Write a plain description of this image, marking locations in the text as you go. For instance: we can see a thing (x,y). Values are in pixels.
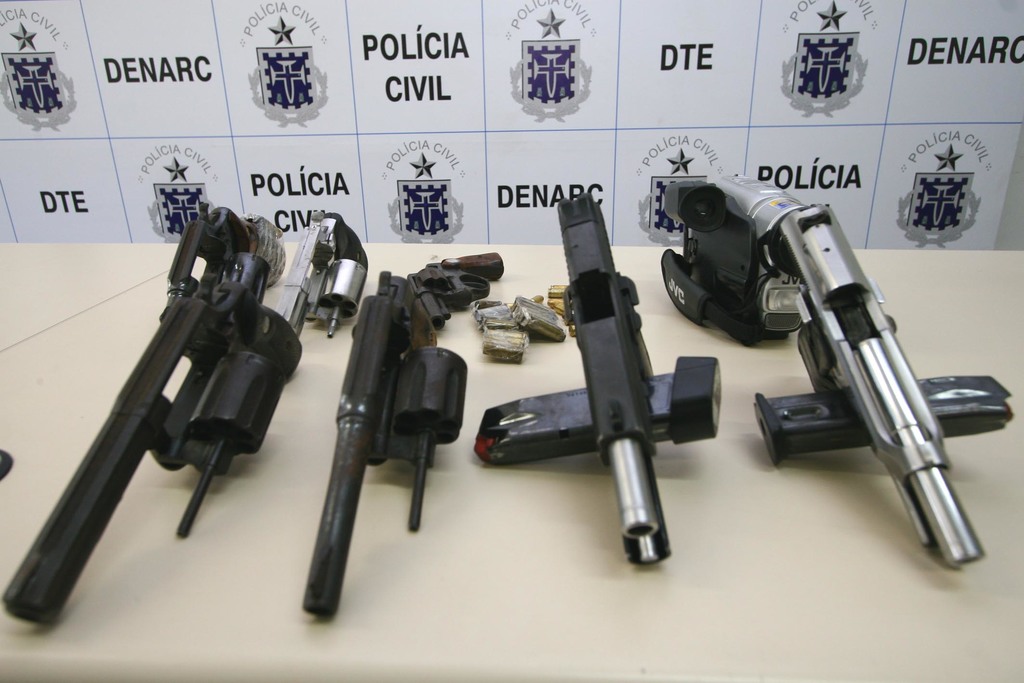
In the picture we can see different kinds of weapons (165,373) are placed on the table (3,537). In the background (68,125), we can see a white color board (518,37) on which we can see some logos (910,205) and some edited text (131,74).
